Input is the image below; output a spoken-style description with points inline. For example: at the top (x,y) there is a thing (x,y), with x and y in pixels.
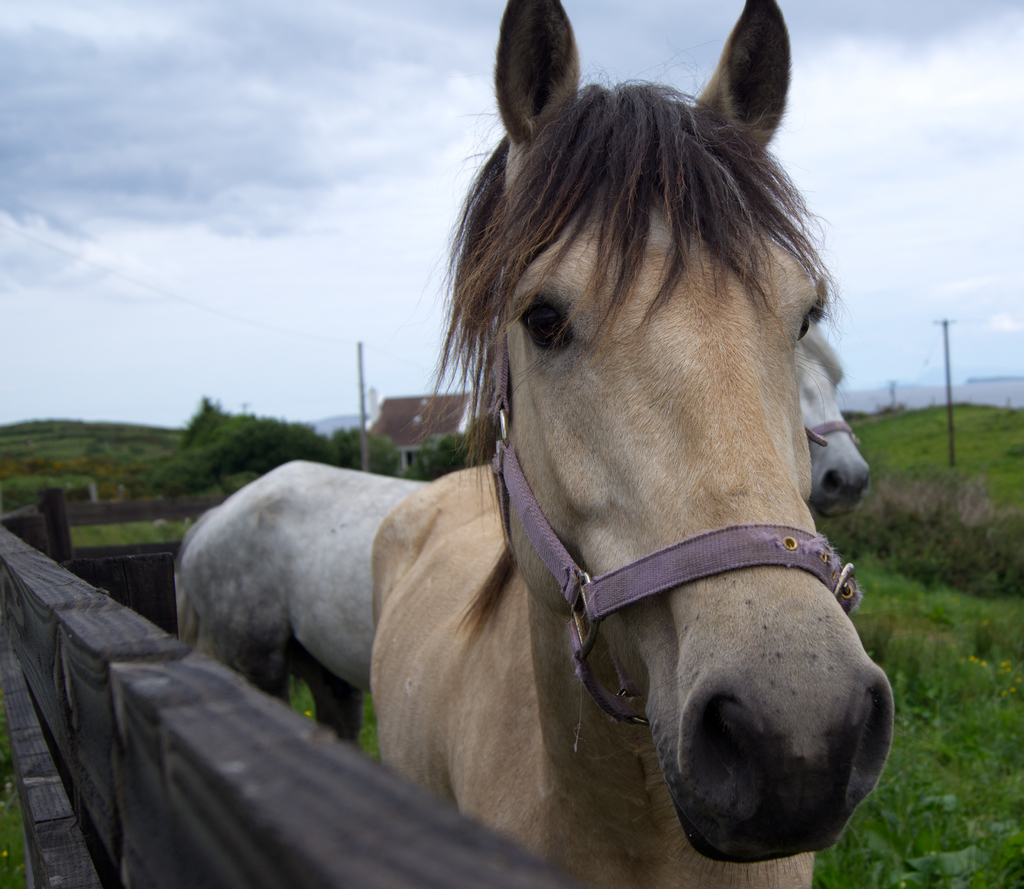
In the image there are horses (737,439) standing on the grassland (934,878) inside a wooden fence (102,509), in the background (408,437) there is a home (408,437) with trees (407,474) all around it and above its sky (293,201) with clouds (924,192).
